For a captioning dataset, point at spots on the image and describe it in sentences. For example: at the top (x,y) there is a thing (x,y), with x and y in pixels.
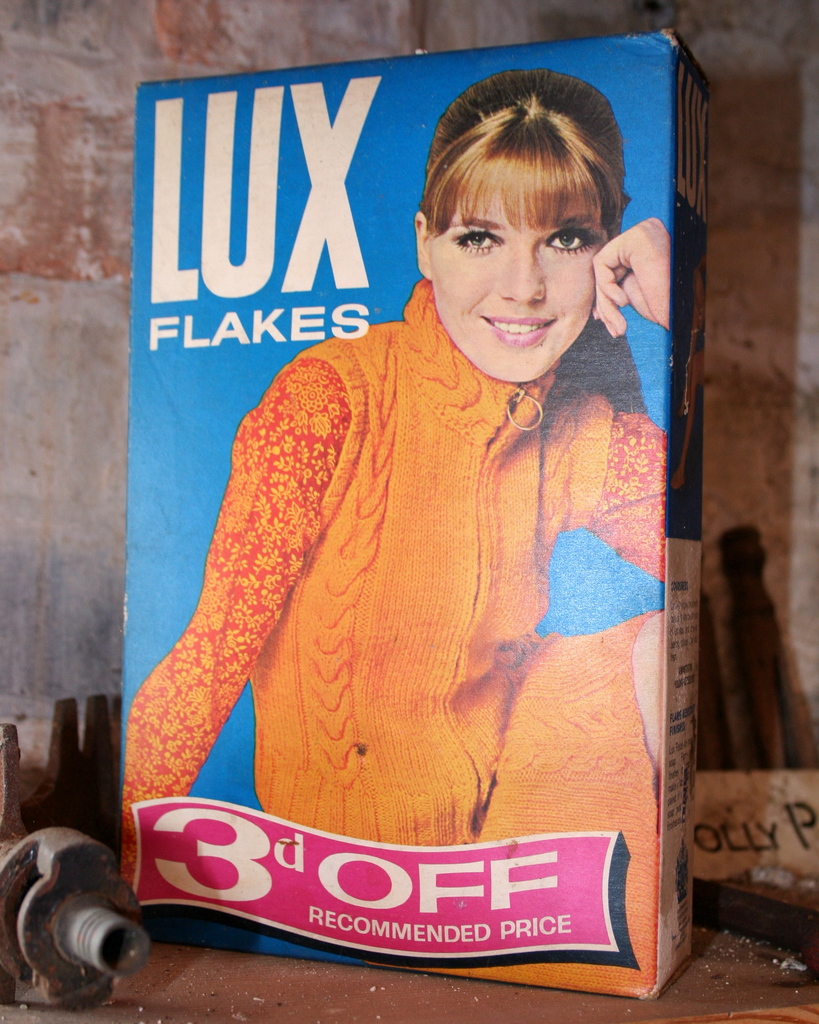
In this picture I can see there is a box (460,509) and it has a picture (456,655) of a woman (514,582) sitting, wearing a sweater (360,562) and smiling. There is something written on the box (422,948) and there is a wall (765,149) in the backdrop (779,402).
